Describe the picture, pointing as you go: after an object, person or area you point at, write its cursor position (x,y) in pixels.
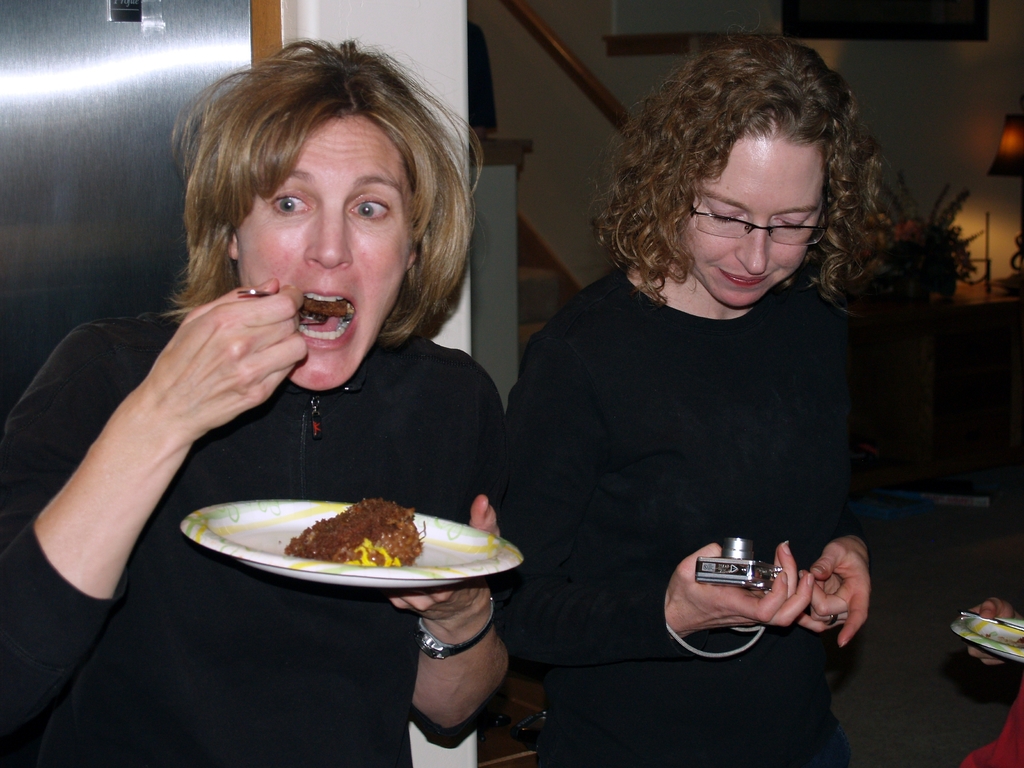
In this picture I can observe two women (348,329). Both of them are wearing black color dresses (296,481). One of them is holding a plate (388,573) in her hand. In the background (570,100) I can observe wall (951,199).
